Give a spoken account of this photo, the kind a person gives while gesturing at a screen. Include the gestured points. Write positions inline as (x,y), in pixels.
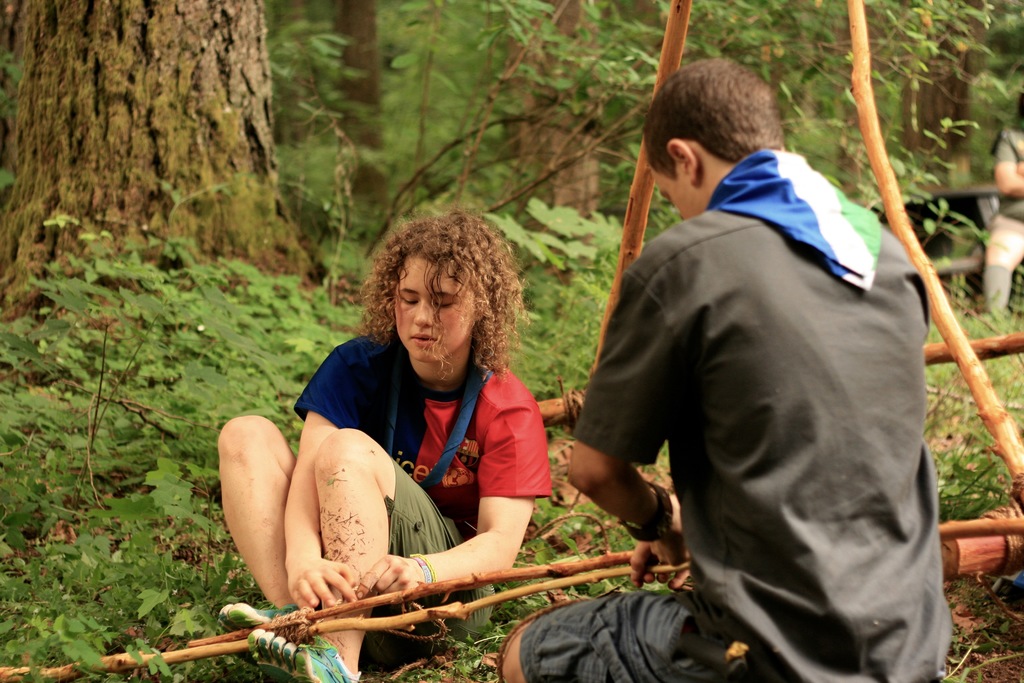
In this picture we can see people (624,525) on the ground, here we can see sticks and in the background (259,214) we can see trees (220,210).
